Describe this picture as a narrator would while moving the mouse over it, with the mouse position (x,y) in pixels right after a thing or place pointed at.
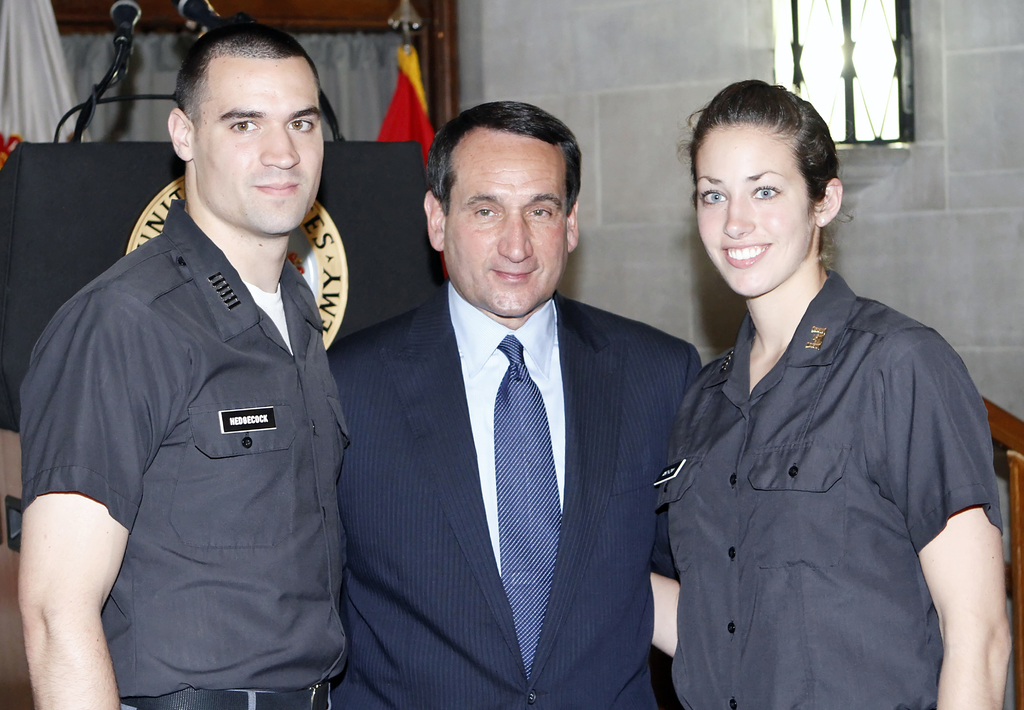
In this image there are three people (479,461) standing with a smile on their face (312,134), behind them there is a wooden staircase fence (990,419), a podium (113,163) with mic's (90,96), behind the podium (113,163) there are flags (31,93), in the background of the image (837,49) there is a metal grill window (824,51) on the wall (573,67).
